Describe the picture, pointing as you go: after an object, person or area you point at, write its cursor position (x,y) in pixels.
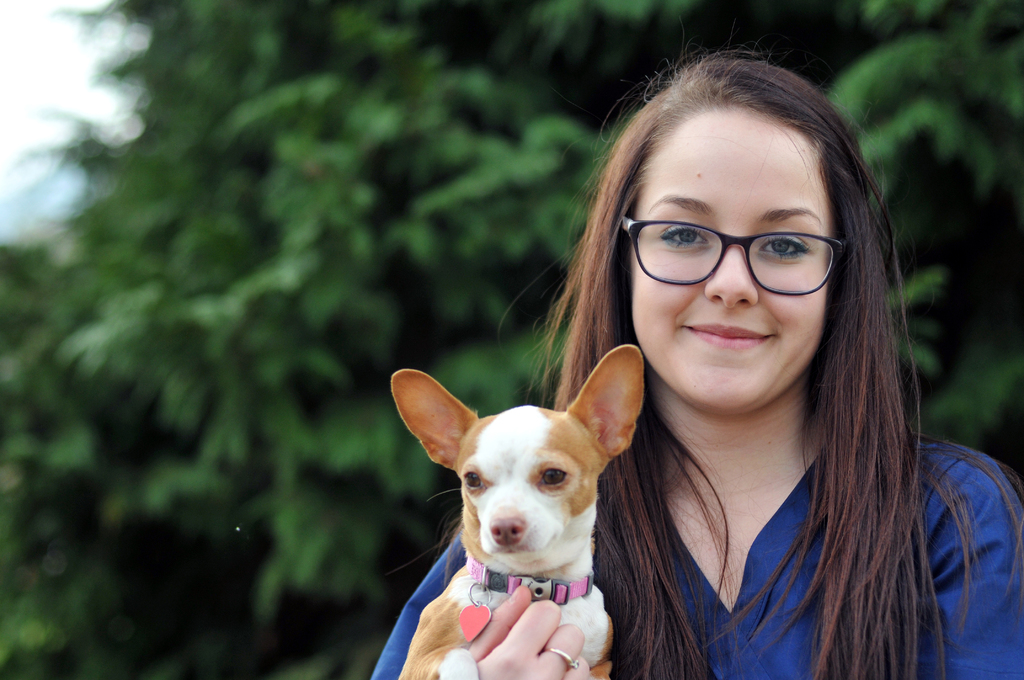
In this picture we can see women (702,513) wore spectacle (669,259) and smiling and holding dog (503,535) with her hands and in background (433,253) we can see tree (236,262).
